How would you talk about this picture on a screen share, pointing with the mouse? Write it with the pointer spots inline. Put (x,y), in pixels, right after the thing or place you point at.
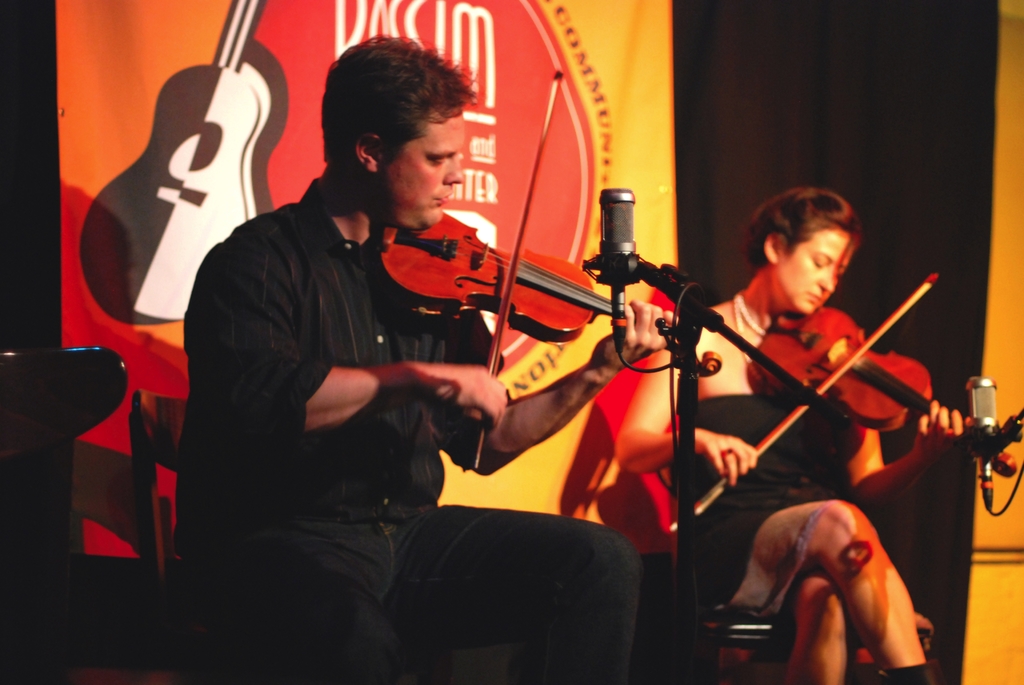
In this image I can see there is a man (531,428) and a woman (921,416) sitting on the chairs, they are playing violin (601,301) and there are two microphones (617,296) placed in front of them, in the background (209,163) there is a banner (209,163) and there is something written on it.
